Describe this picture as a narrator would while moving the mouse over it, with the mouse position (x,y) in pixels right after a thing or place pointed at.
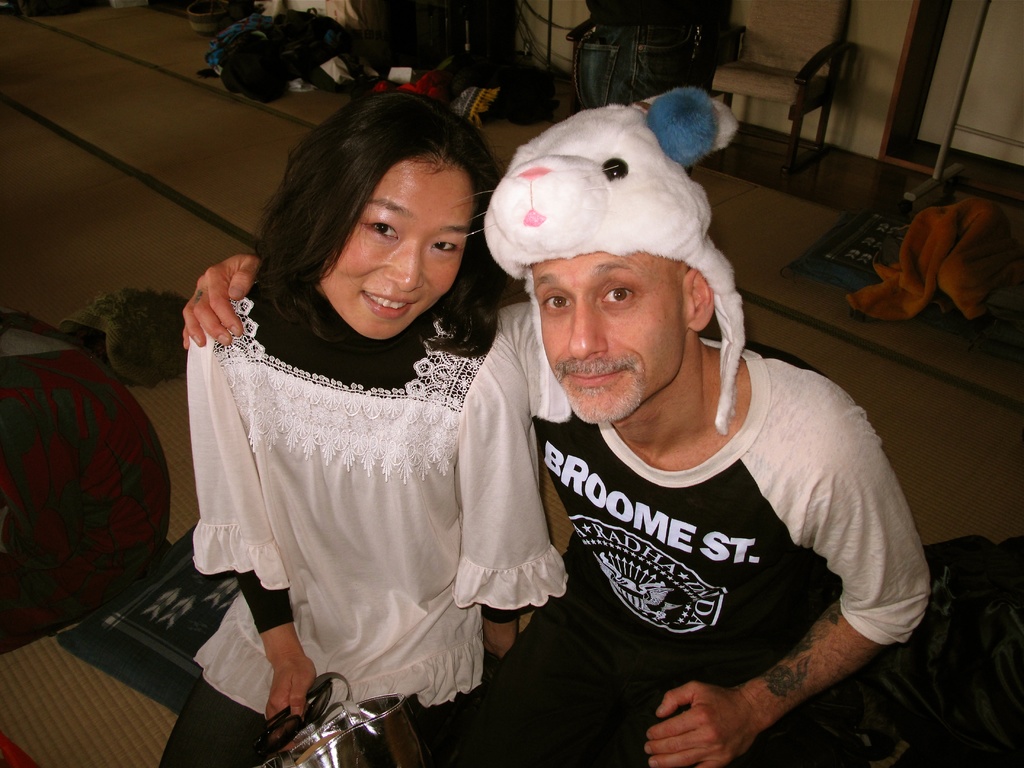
In this picture there are two people (386,507) sitting and smiling, among them there is a woman (369,591) holding a bag (295,764) and we can see mat (185,486), clothes (482,100), stand (958,108), door (959,34), wall (817,118) and objects (830,96).
